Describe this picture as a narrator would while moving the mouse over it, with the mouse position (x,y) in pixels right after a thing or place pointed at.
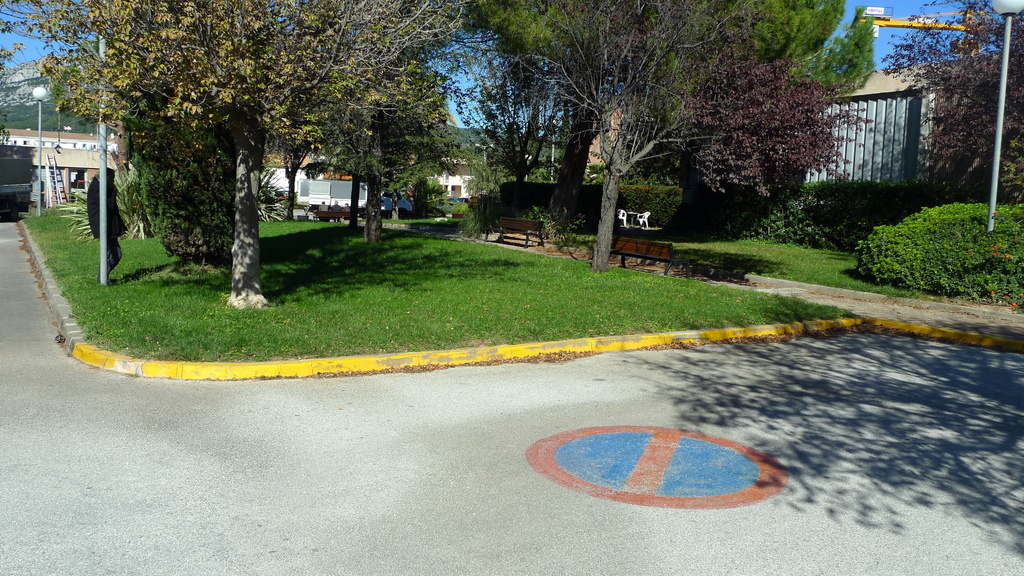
There is a sign mark (641,451) in red and blue color combination on the road (474,462), near a garden (132,350), which is having trees (254,191), poles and grass (671,310) on the ground (417,274). In the background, there are persons (333,205) sitting on bench (342,216), there is a person (112,213) standing, there are buildings (76,153), hills (34,72) and there is blue sky (474,74).
